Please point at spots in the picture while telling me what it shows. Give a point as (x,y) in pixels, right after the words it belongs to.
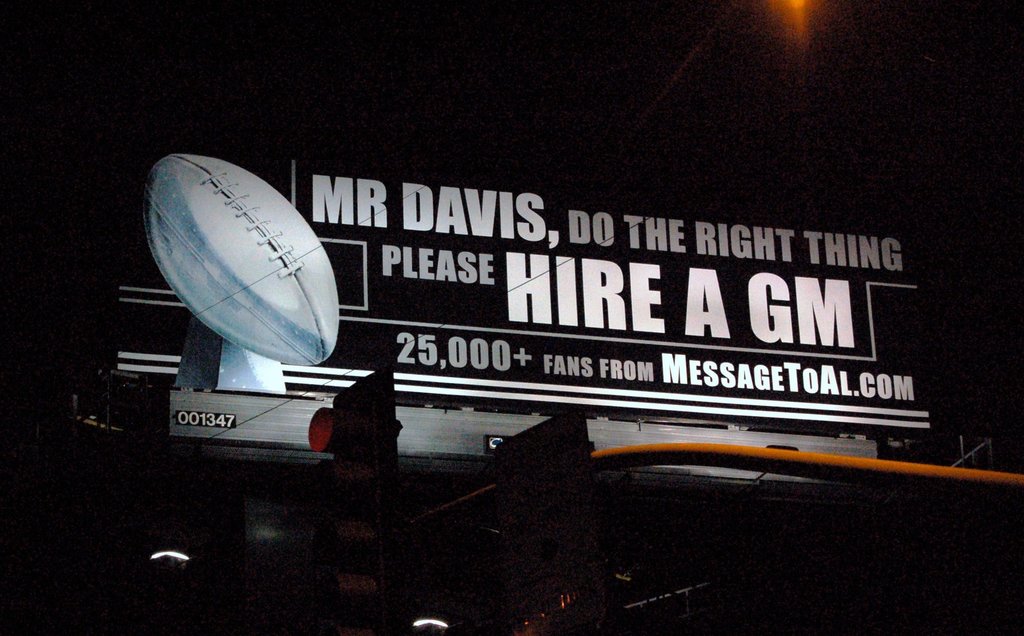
In this image there is a board (509,298), there is text (561,286) on the board (589,264), there are numbers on the board (526,323), there is a ball (300,255) on the board (236,257), there is a pole (965,472) towards the right of the image (780,461), there are traffic lights (517,522), there are street lights (434,621) towards the bottom of the image (176,553), there is a light ray (788,16) towards the top of the image (809,18), there is a pole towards the top of the image (689,59), the background of the image (726,105) is dark.
